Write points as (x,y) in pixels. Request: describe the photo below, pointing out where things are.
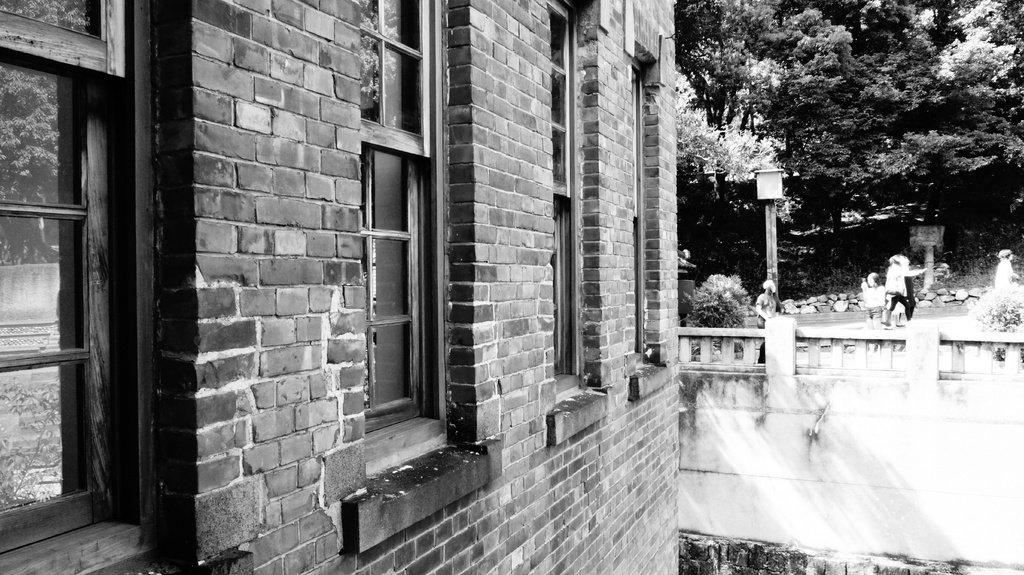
In this picture we can see some people (890,316) are on the ground (862,326), wall (827,341), pole (778,178), stones (965,295), plants (692,314), building (529,99) with windows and in the background (749,142) we can see trees (906,117).
